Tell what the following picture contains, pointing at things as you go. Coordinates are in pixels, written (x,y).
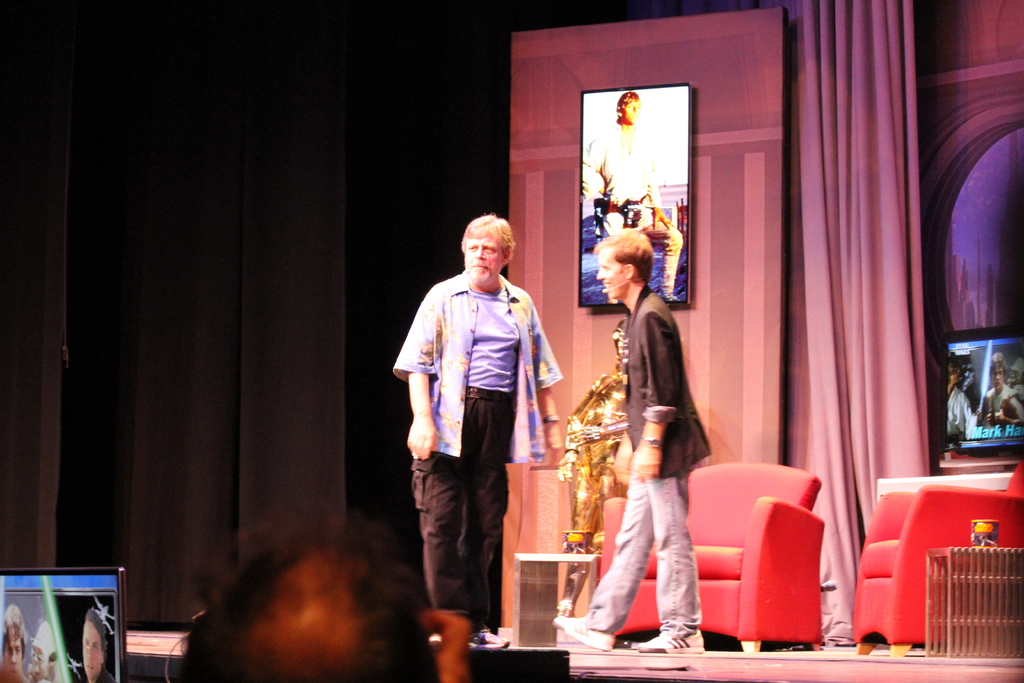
It is an event, on the stage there are two men (521,366) and behind them there are two red sofas (961,525), behind one of the sofa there is a gold color sculpture (600,385) and in the background (1004,418) there is a television (1018,405) and beside the television (967,425) there is a curtain (866,203), in front of the curtain (834,334) there is a poster (600,203) and on the left side (105,185) there is a black curtain (259,288), in front of the stage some people (406,644) are gathered and the images (7,669) of some people (11,652) are being displayed on the screen (67,595) in front of the audience (298,600).
